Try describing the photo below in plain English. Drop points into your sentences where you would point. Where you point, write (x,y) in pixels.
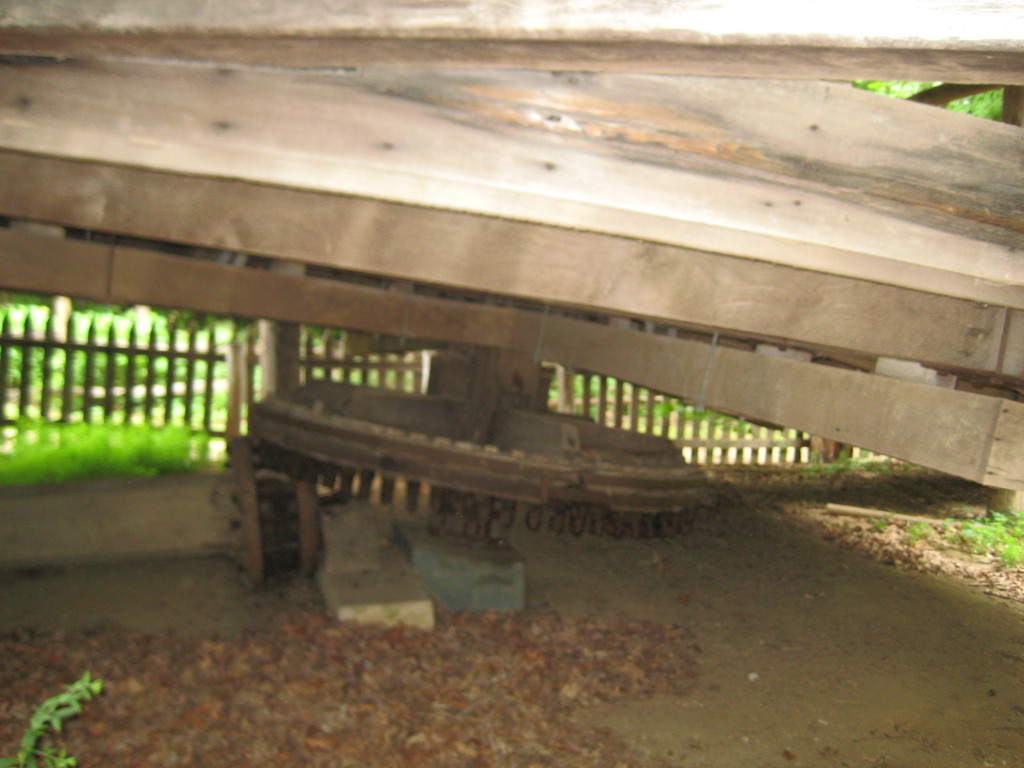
In the center of the image (562,327), we can see a wooden bridge (598,152) and in the background (925,89), there are trees (925,89) and there is a fence (207,359). At the bottom (594,679), there is ground (791,653).
